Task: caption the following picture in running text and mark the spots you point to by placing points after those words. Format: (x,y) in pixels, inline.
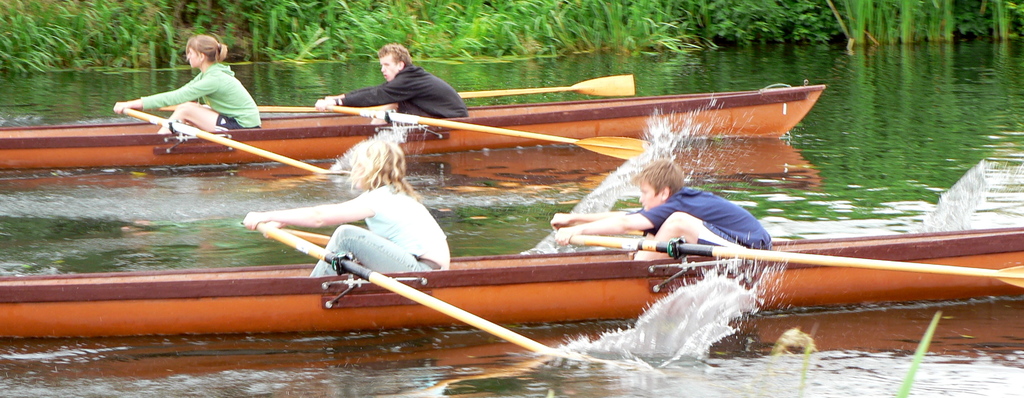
In the picture, there are two boats (667,272) and on each boat (316,133) there are two people (334,105) and they are sailing by their own and in the background (354,39) there are some plants (510,25).
